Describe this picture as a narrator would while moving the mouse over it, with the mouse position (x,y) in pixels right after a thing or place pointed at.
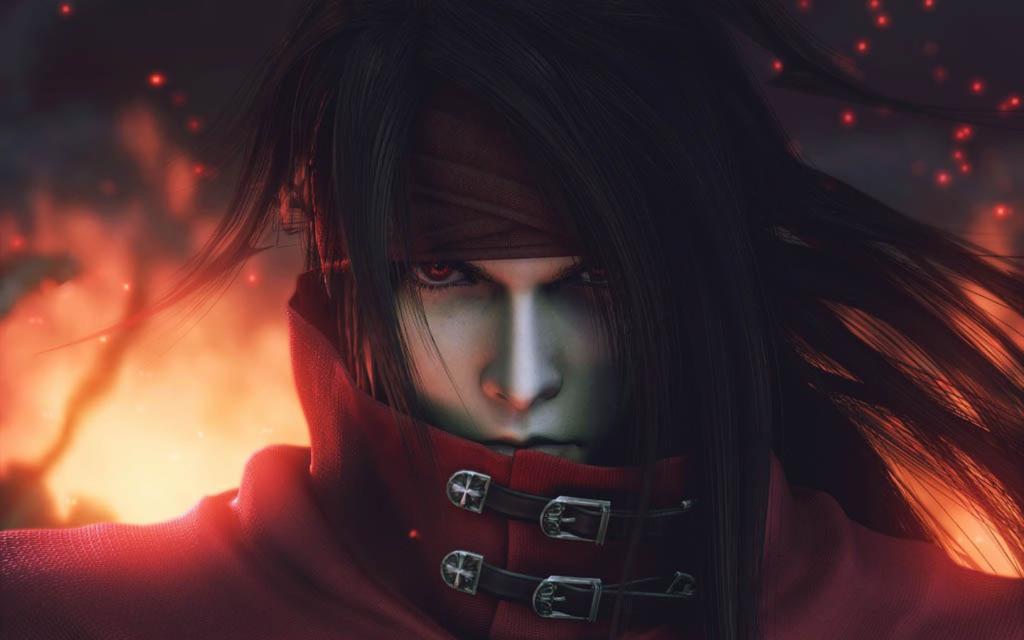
This is an animated picture. In this picture there is a person (572,559). In the background (136,307) there are sparks (943,182) and flames (76,336).
